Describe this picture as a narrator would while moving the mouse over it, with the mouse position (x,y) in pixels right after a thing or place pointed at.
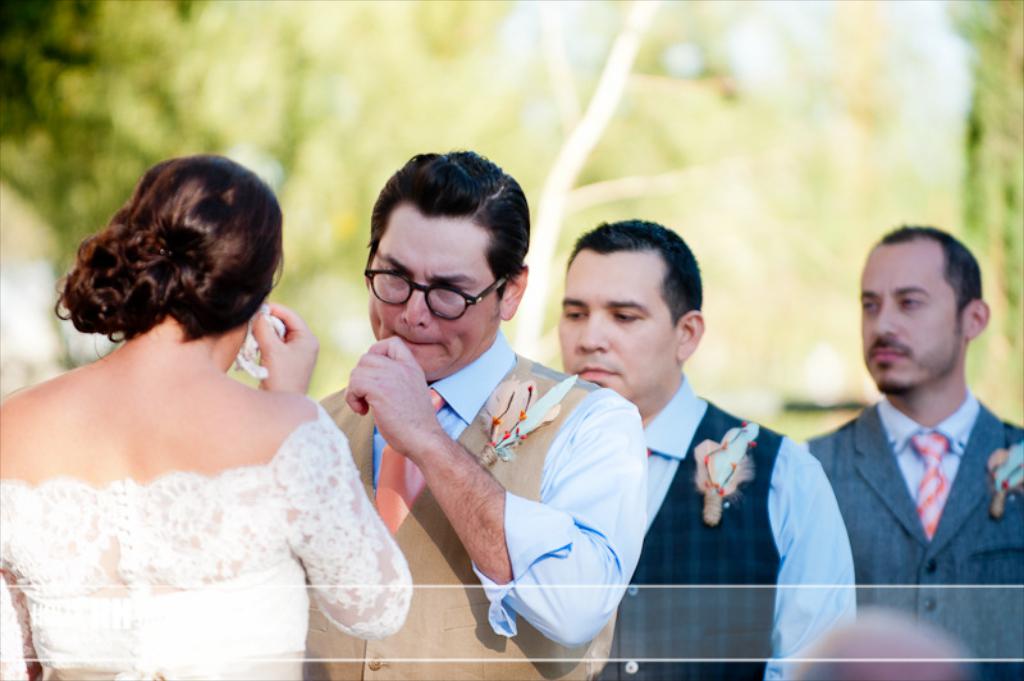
In this picture there is a woman (382,572) standing and holding the tissue (260,331). There are three persons (662,394) standing and there is a person (877,610) sitting. At the back (1023,87) there are trees (819,138).
